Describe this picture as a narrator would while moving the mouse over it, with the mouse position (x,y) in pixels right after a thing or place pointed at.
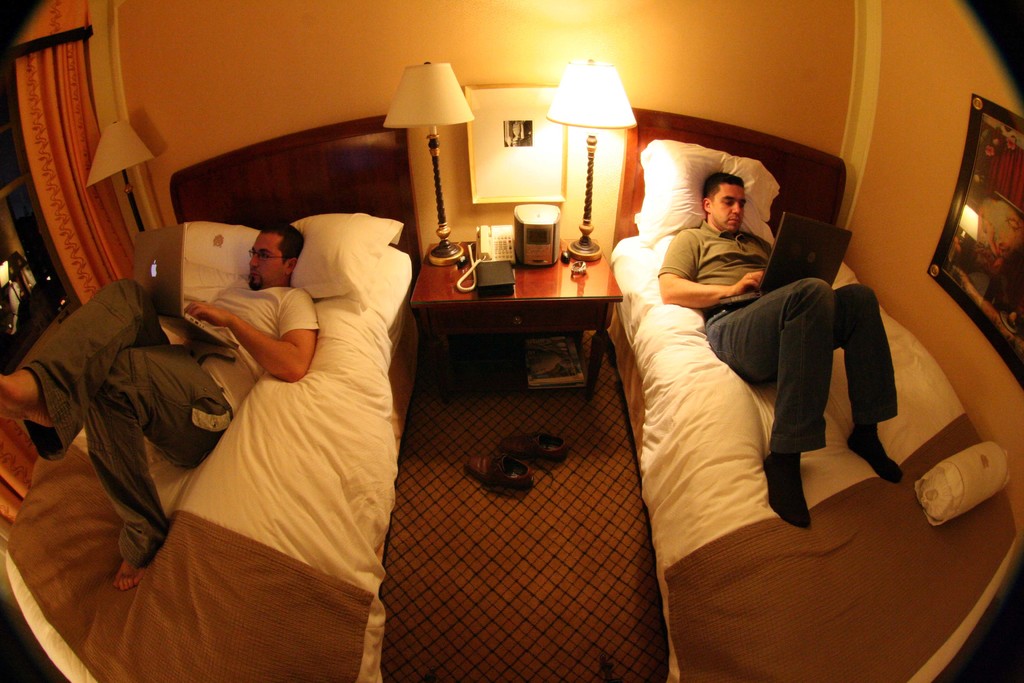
In this picture I can see couple of men (279,249) sleeping on the beds (315,403) and working on the laptops (752,294) and I can see few bed lamps (567,112) on the table (551,328) and a bed lamp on the left side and i can see a telephone (474,258) and couple of photo frames (511,111) on the wall (908,177) and a curtain (76,257) on the left side (28,65) and I can see few pillows (367,235) and a pair of shoes (527,451) on the floor (577,455).
